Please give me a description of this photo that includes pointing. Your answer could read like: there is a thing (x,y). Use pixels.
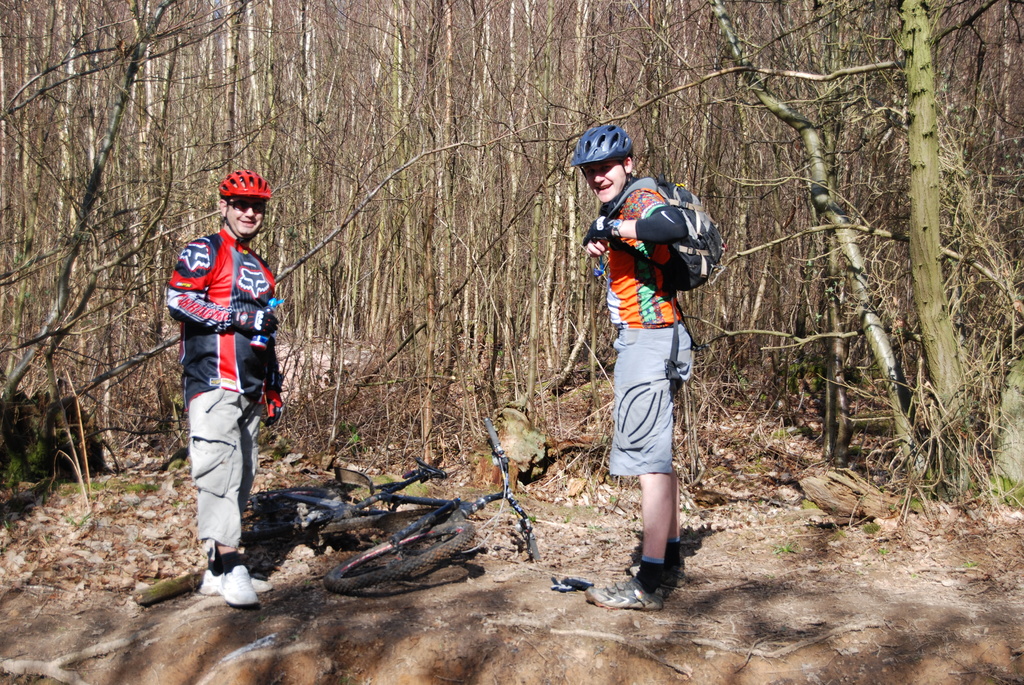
On the left side (195,272), there is a person (229,316) wearing a red color helmet (264,185), holding a bottle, smiling and standing. Beside him, there is a bicycle (384,502) fallen on the ground (470,573). On the right side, there is another person (662,536) wearing a blue color helmet (607,133), smiling and standing. In the background (743,345), there are trees (813,27) and grass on the ground (114,481).
